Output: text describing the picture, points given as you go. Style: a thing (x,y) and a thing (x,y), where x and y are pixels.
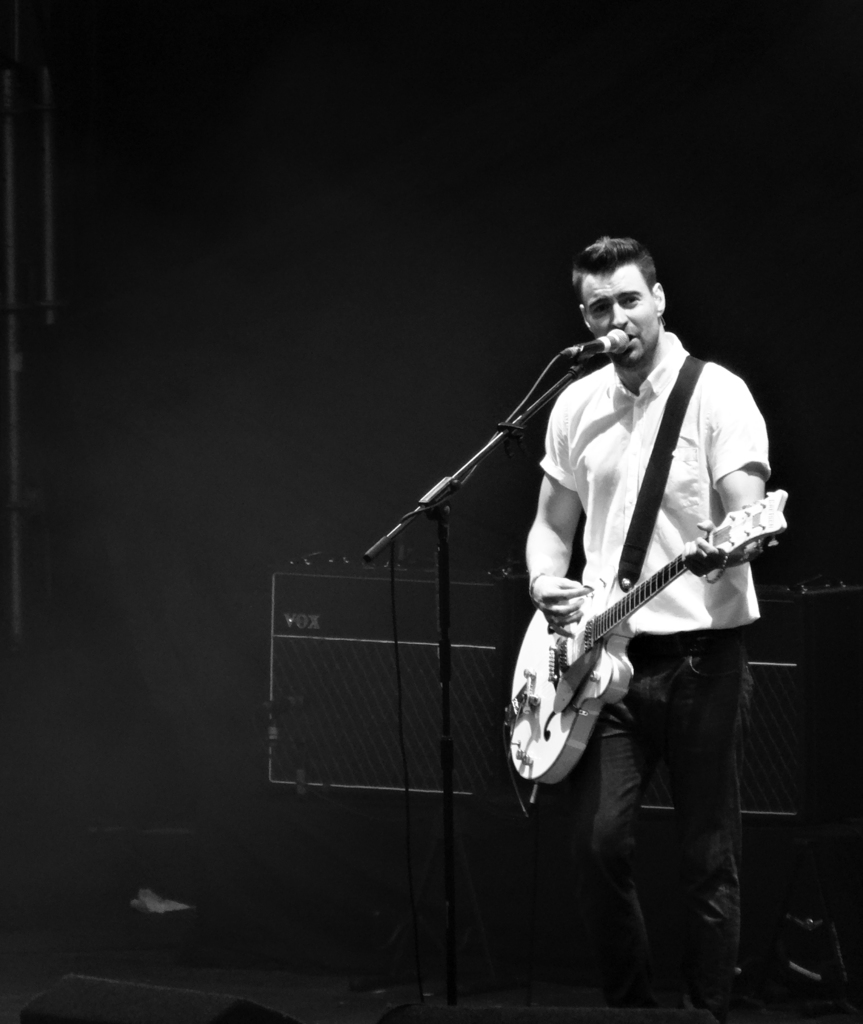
This is a black and white picture. A person (640,328) is holding a guitar (552,702) and singing. In front of him there is a mic (596,346) and a mic stand (450,647).
